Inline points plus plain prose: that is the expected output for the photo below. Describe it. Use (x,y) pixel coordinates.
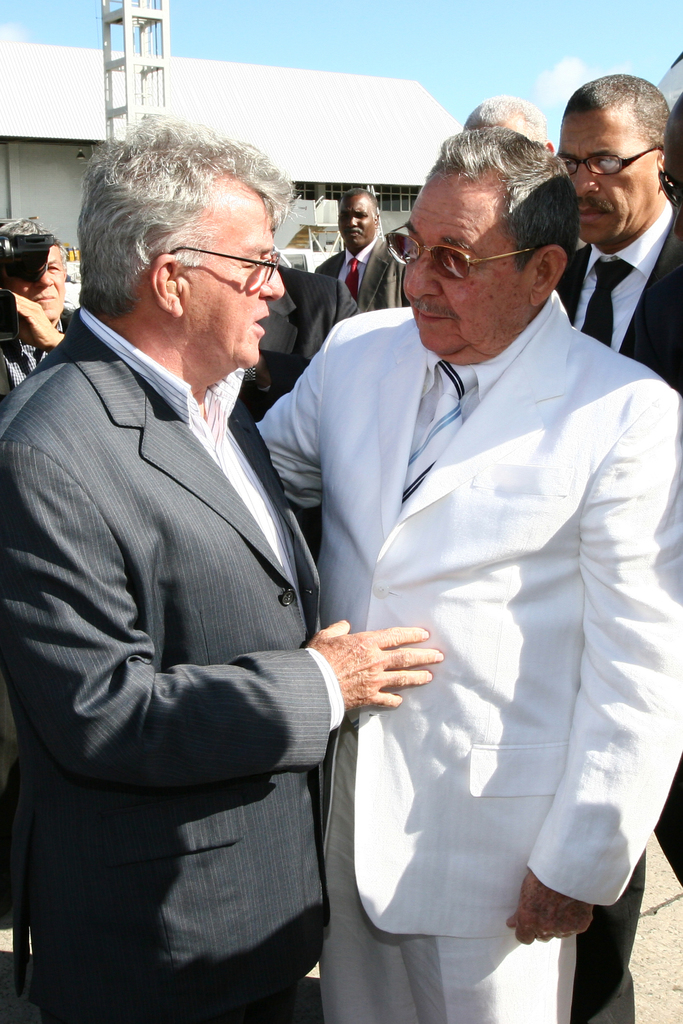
In the image there are few persons (469,451) standing in suits (389,600) talking and behind them its a building (327,97) and above its sky (475,55) with clouds (555,80).
